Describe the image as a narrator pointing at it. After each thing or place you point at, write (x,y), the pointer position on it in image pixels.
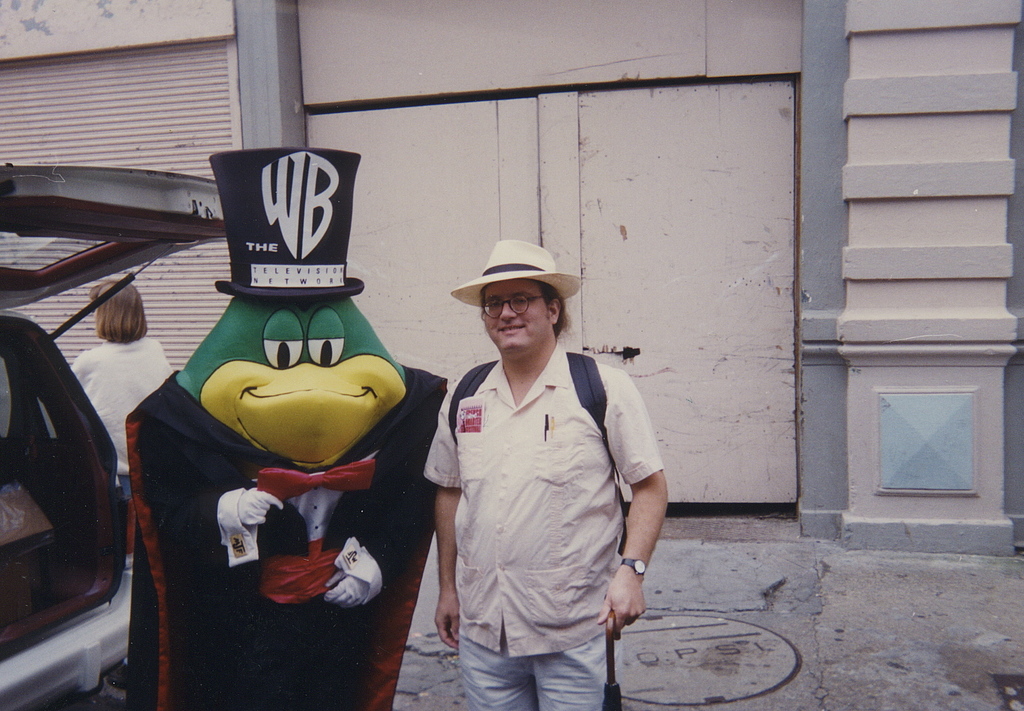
In this image we can see group of persons (507,428) standing on the ground (662,580). One person (568,484) is wearing a hat (572,274) and holding a stick (608,632) in his hand (604,616). One person (282,513) is wearing a costume (243,495). To the left side of the image (118,185) we can see a vehicle (108,197) parked on the ground (690,664). In the background (129,19), we can see a building (647,68) and doors (702,232).
